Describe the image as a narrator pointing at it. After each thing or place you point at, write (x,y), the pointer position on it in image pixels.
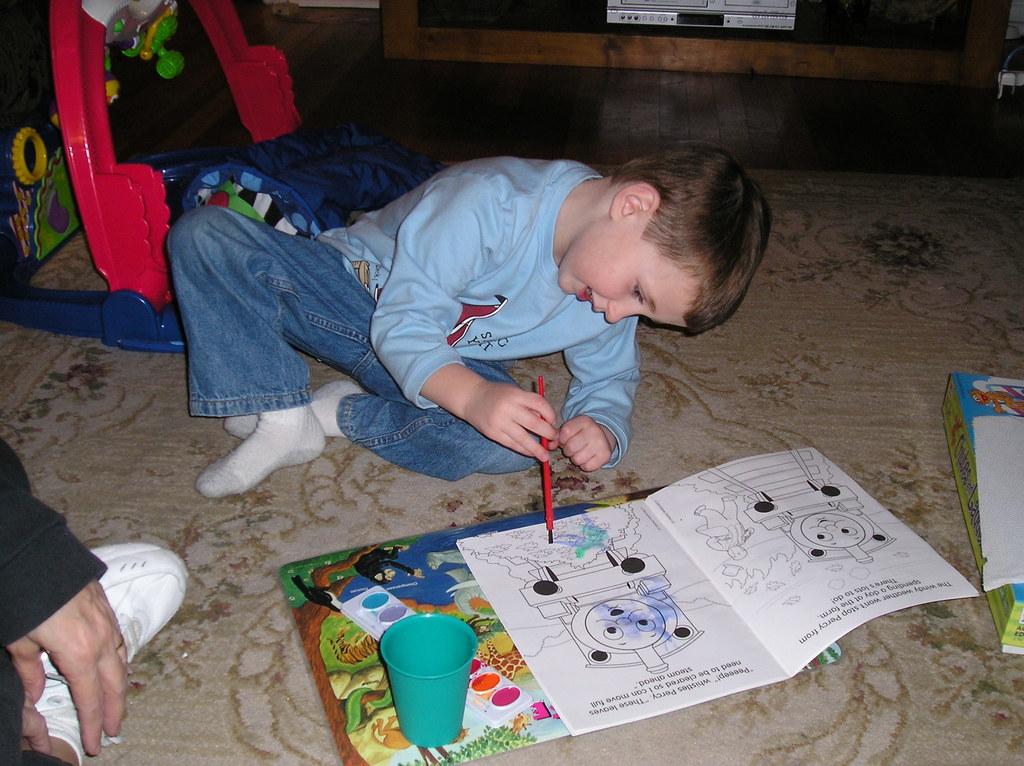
This image is taken indoors. At the bottom of the image (813,710) there is a floor (866,710) with a mat (921,397). On the left side of the image (31,590) a person (57,650) is sitting on the floor (64,479) and there is a toy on the floor (343,31). On the right side of the image (1015,384) there is a box (955,457) on the floor (582,499). In the middle of the image (524,316) a kid (395,247) is sitting on the floor (325,363) and he is holding a paint brush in his hands (537,443) and painting on the book (633,597). There is a glass (443,681) and there are a few colors (482,665) on the floor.
